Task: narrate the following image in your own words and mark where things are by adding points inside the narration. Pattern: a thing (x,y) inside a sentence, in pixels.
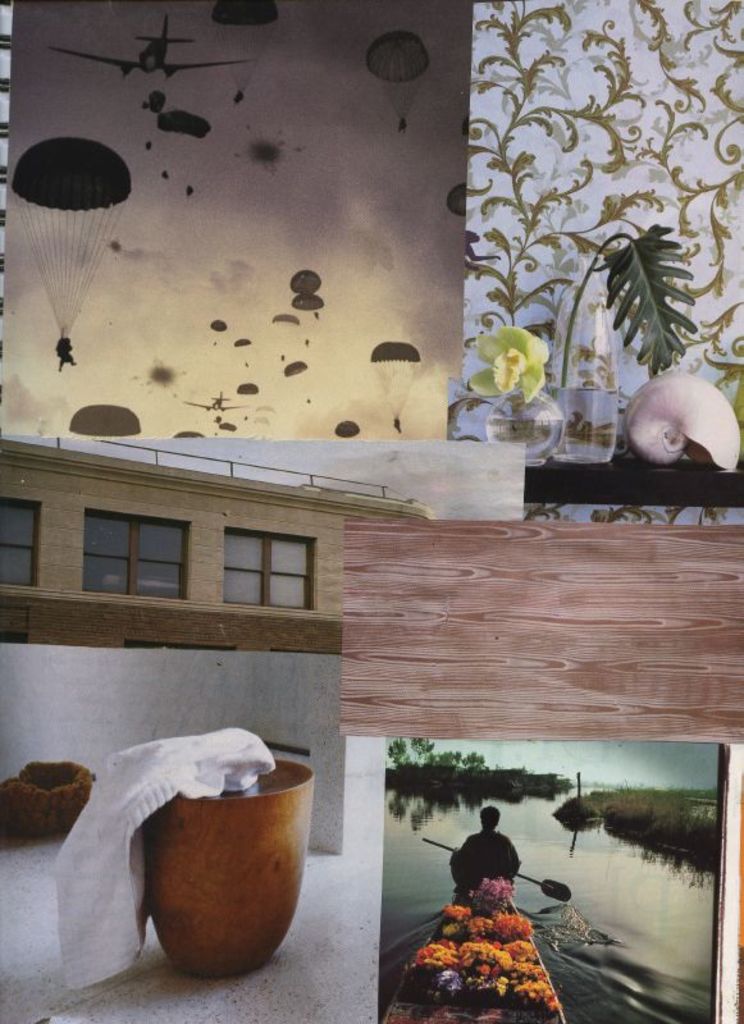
In this image we can see a collage of pictures. One person (491,823) is sitting in a boat (491,992) containing flowers (513,933) in it, a cup (279,902) placed on the surface (303,964), building (290,584) with group of windows (164,596) and a leaf (633,291) placed in a jar (559,420).
